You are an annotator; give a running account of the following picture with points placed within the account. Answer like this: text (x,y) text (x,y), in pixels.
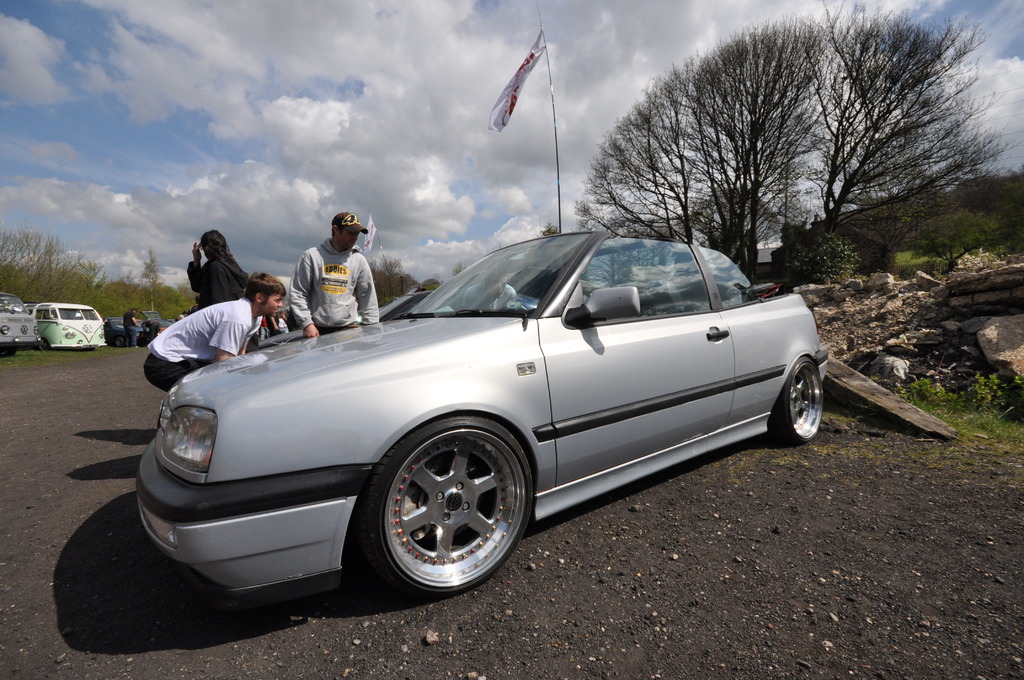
In the image there is a car (588,448) parked on the road (565,605) with roof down and there are several cars (72,325) parked on left side (84,328). There are three people (232,296) beside the front car (272,349). There are trees (693,163) over the background (738,152) and there is sky (471,94) filled with cloud (351,133).
